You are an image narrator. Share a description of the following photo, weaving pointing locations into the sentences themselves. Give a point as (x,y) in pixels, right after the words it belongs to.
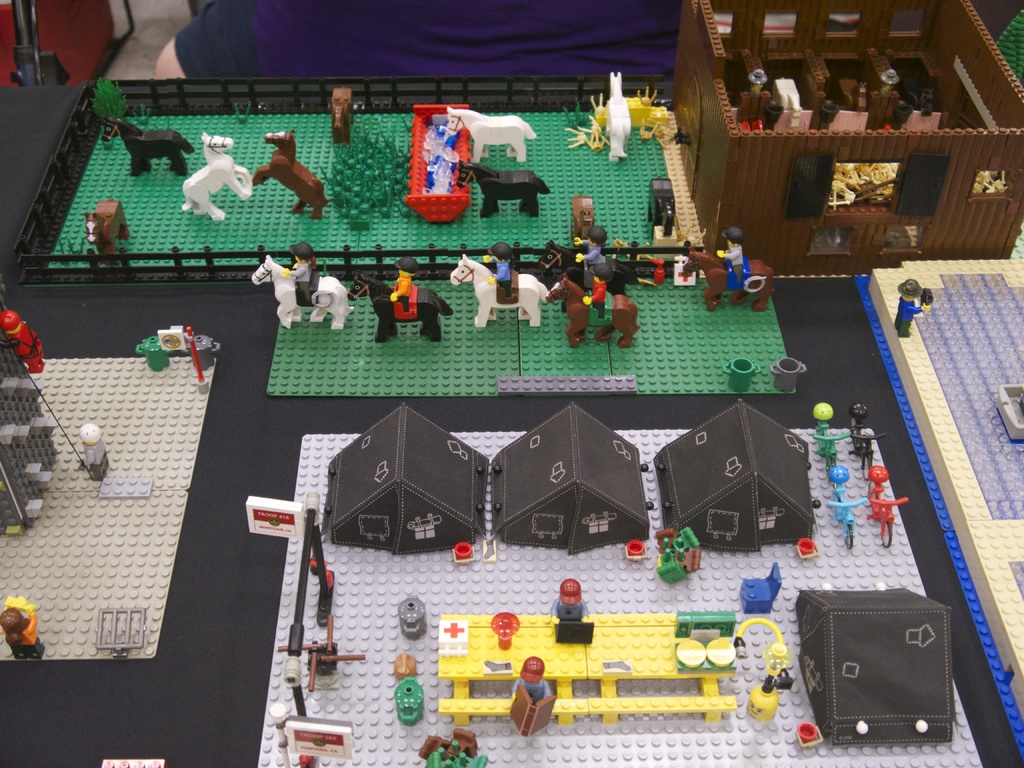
In this image, we can see toys (575,235) on the board (299,416) and in the background (271,25), there is a person (526,17) and we can see a stand (38,25).
